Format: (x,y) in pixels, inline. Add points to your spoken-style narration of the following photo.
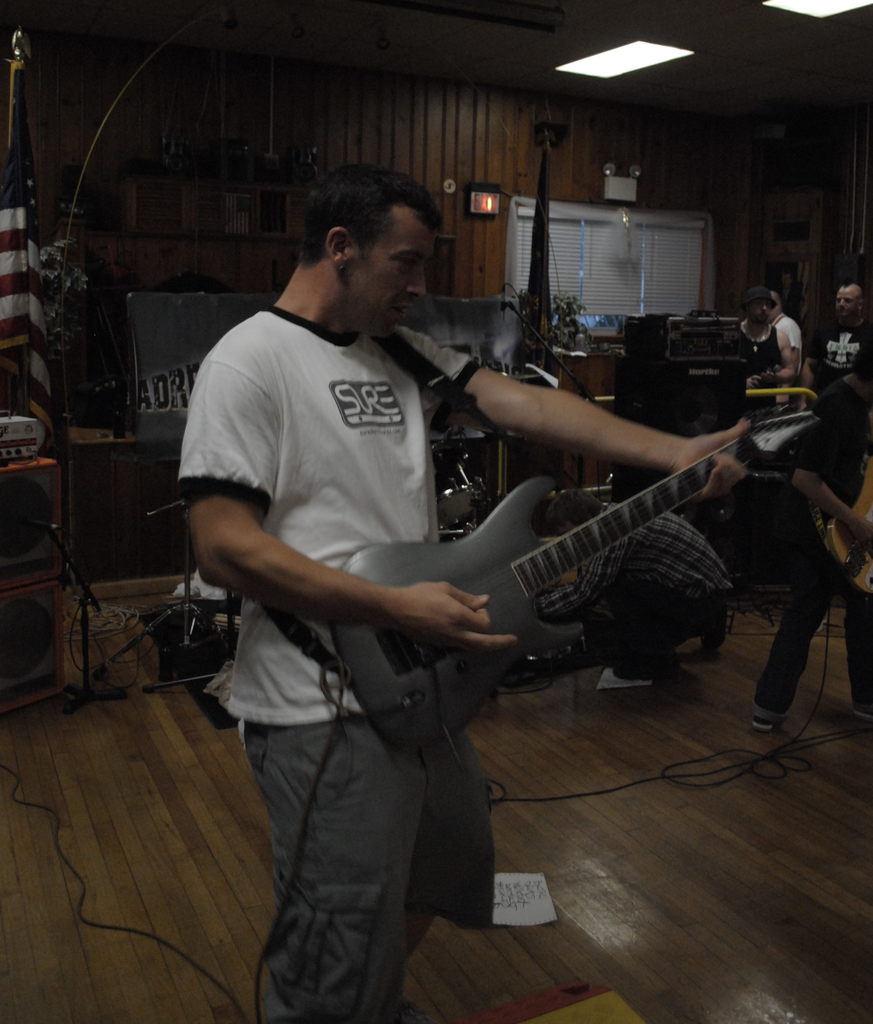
This is a picture of a band (272,556) performing. In the center of the picture (550,406) there is a man (389,302) standing and playing guitar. On the top left (27,206) there is a shelf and a flag (17,226) and a plant (47,272). On the right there is a person (805,614) standing and playing guitar (872,503). In the center (564,601) there is a person (697,563) adjusting cables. On the top right (773,337) there are people (744,348) standing. In the top right (674,220) there is a wall (729,183) and a window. On the top (718,50) there is a ceiling (766,48) and lights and there are cables (179,955) and paper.
